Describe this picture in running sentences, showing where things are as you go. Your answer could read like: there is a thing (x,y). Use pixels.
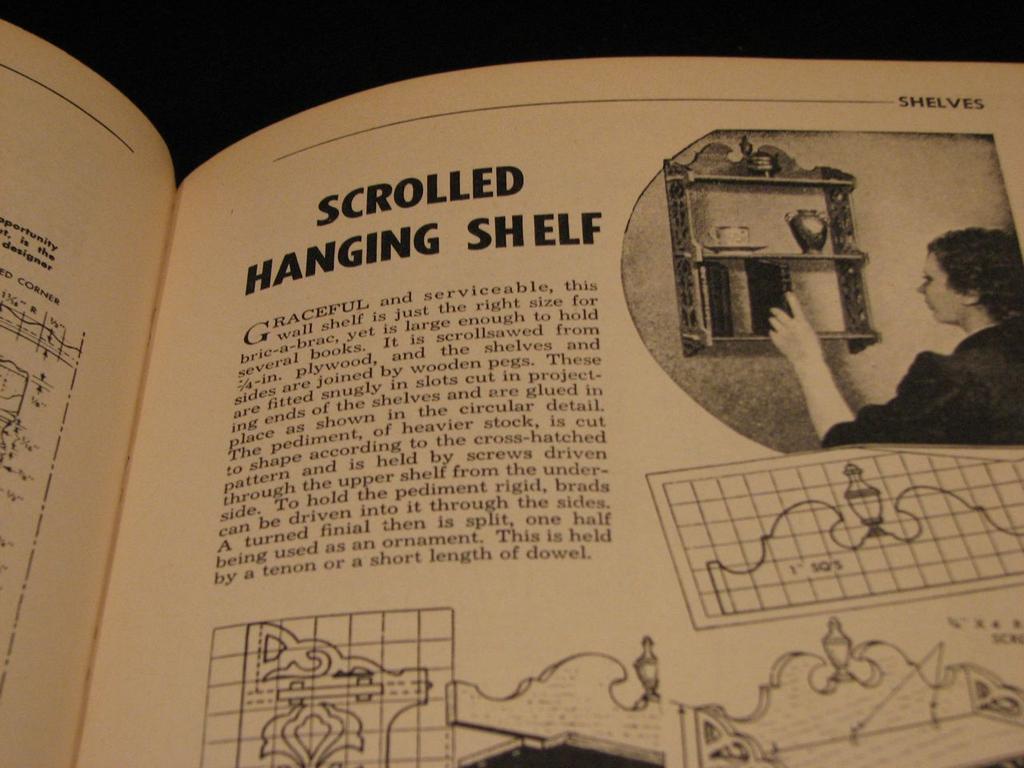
In this image I can see the book (149,217). In the book (231,190) I can see the article (422,377) and to the side I can see the person (962,304). I can see the black background (261,53).
